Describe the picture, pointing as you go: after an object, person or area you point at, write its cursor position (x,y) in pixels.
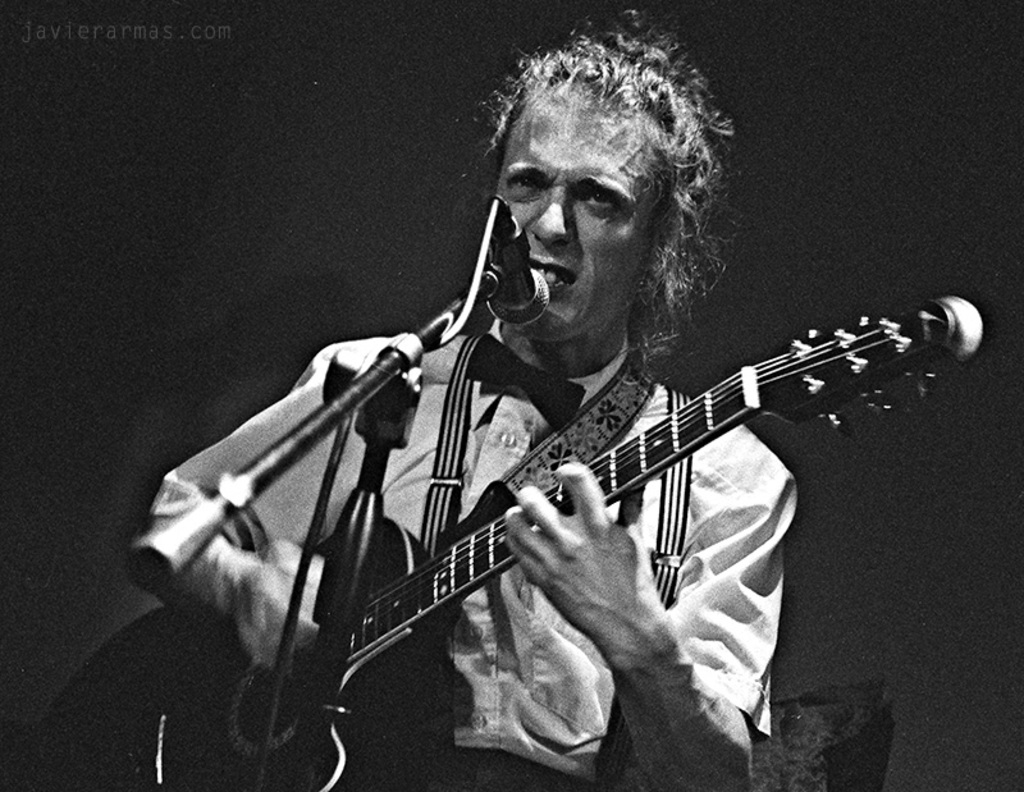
In the picture, there is a man (600,528) who is wearing a shirt (697,520), a guitar (638,476) around his shoulders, he is singing a song there is a mike (519,272) in front of him he is holding guitar (461,568) with his two hands (592,477), the background (825,494) is plain and empty.
